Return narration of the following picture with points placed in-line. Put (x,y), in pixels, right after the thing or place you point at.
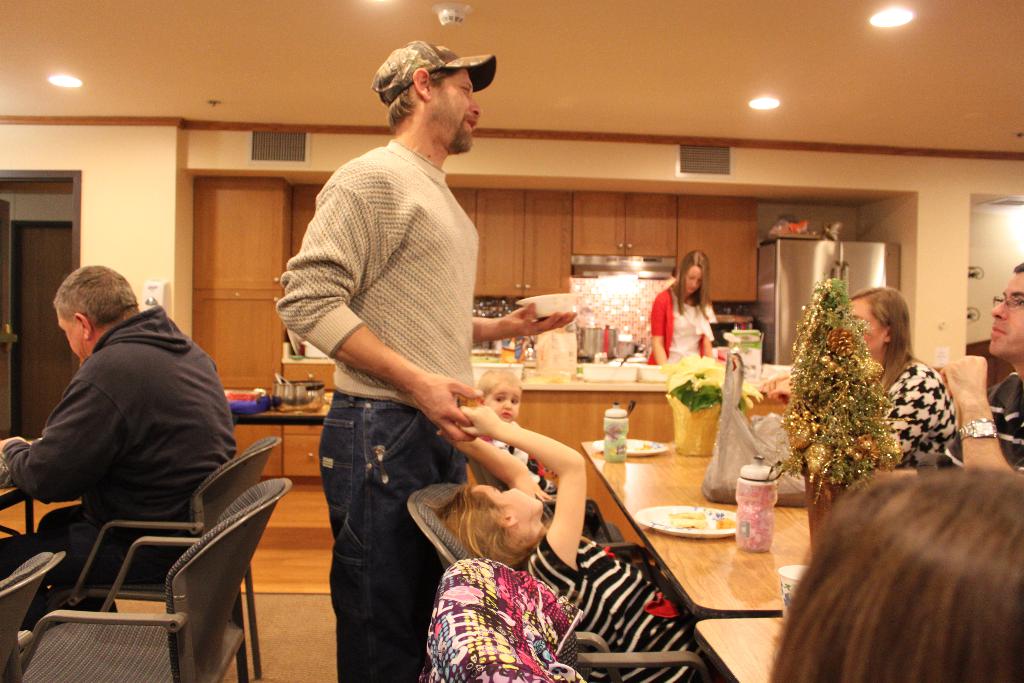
In this picture there are group of people (937,665) those who are sitting around the table (713,638) and there is dining table (809,560), there is a person (404,625) who is standing at the center of the image (349,252), who is holding the hands (475,421) of a girl (667,602) who is sitting on the chair (482,585), there is a flower pot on the table (738,574), it seems to be a hotel (611,650).
